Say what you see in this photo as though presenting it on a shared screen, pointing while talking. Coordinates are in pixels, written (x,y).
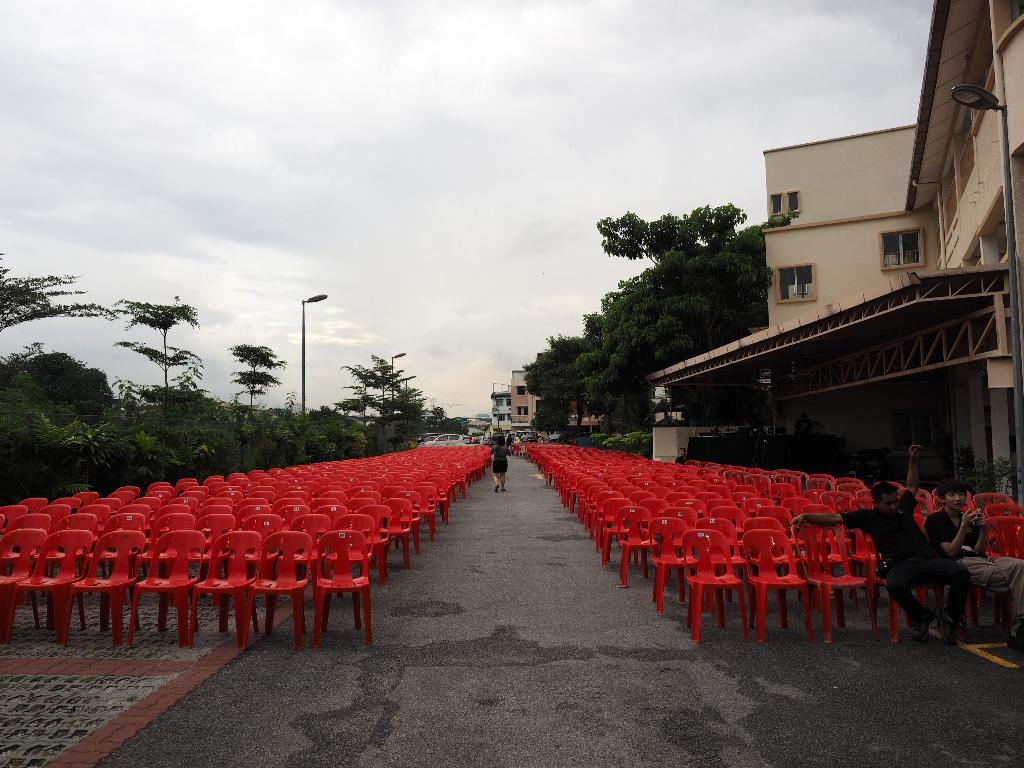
In this picture I can see some chairs (206,539) arranged and also I can see few people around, there are some buildings (865,283) and trees (124,474).
